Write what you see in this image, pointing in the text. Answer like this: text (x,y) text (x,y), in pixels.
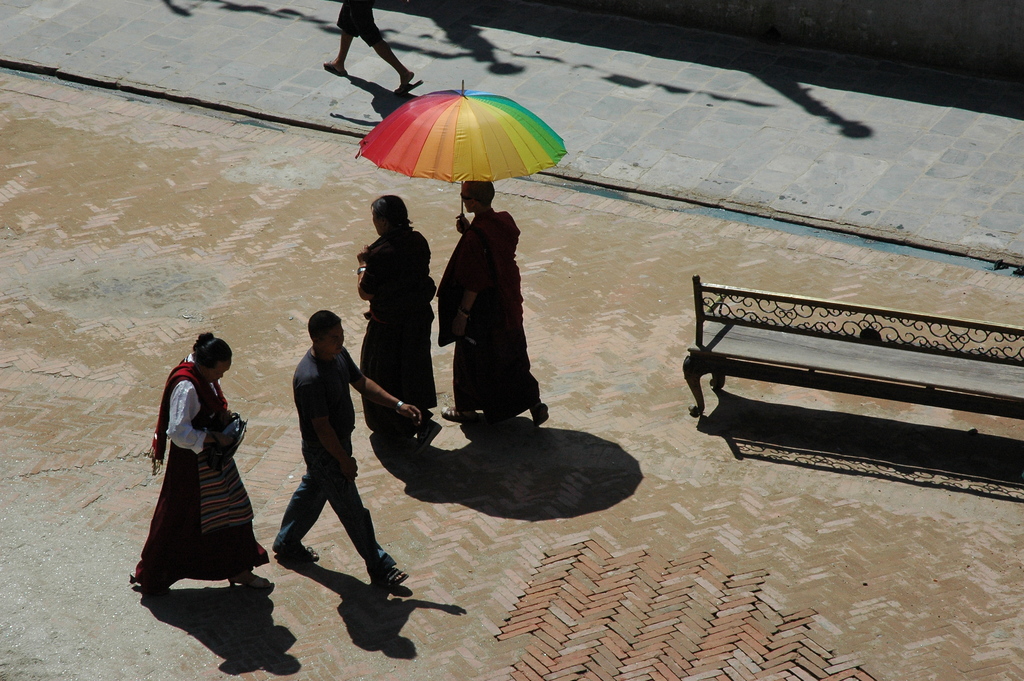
In the background (824,193) we can see the legs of a person (358,6) on the pathway (749,165). In this picture we can see the people (216,449) walking. We can see a bench (962,369). We can see a person (509,238) is holding an umbrella (506,148) and walking.
